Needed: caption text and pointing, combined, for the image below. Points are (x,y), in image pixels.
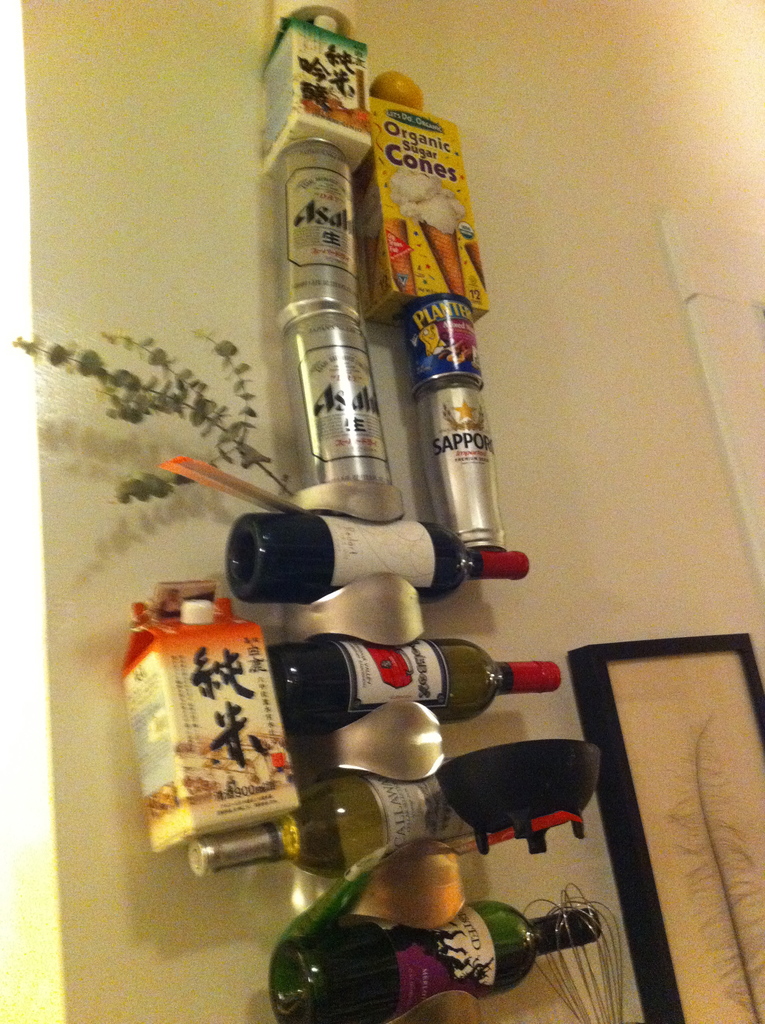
In this image, there are few bottles (364,711) and tins (329,459) are hanging. On the bottom (715,908), we can see whisk (611,968) and photo frame (685,838) and wall (637,498) at the back side (633,488).
